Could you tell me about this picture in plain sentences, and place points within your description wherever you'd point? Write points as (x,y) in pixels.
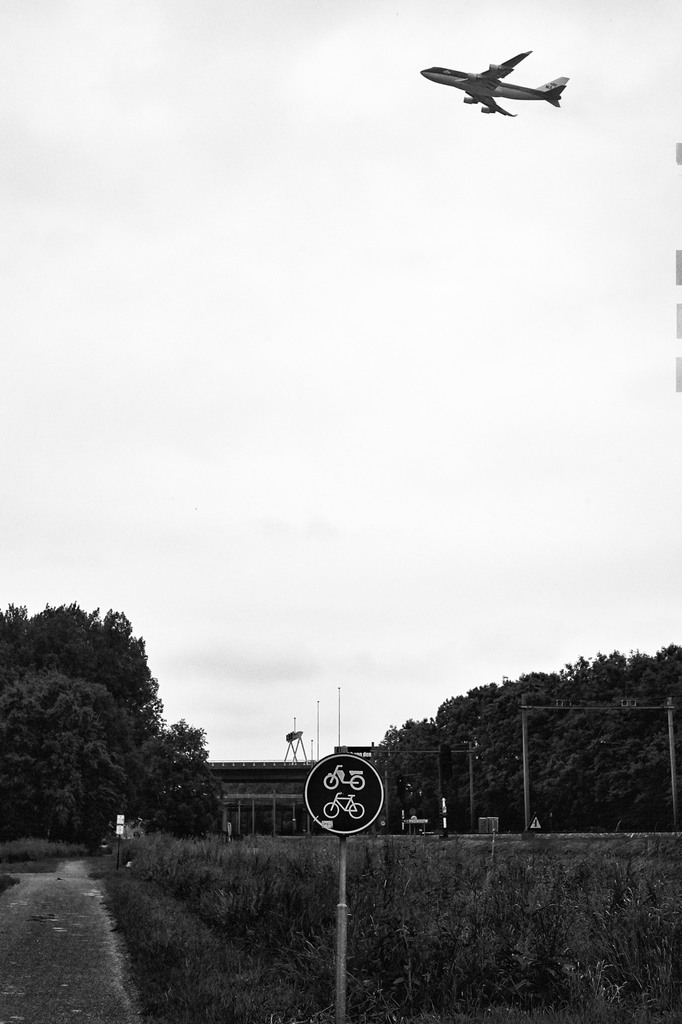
In this image I can see a board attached to the pole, background (598,759) I can see trees (119,664), an aircraft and the sky (237,143) is in white color.
